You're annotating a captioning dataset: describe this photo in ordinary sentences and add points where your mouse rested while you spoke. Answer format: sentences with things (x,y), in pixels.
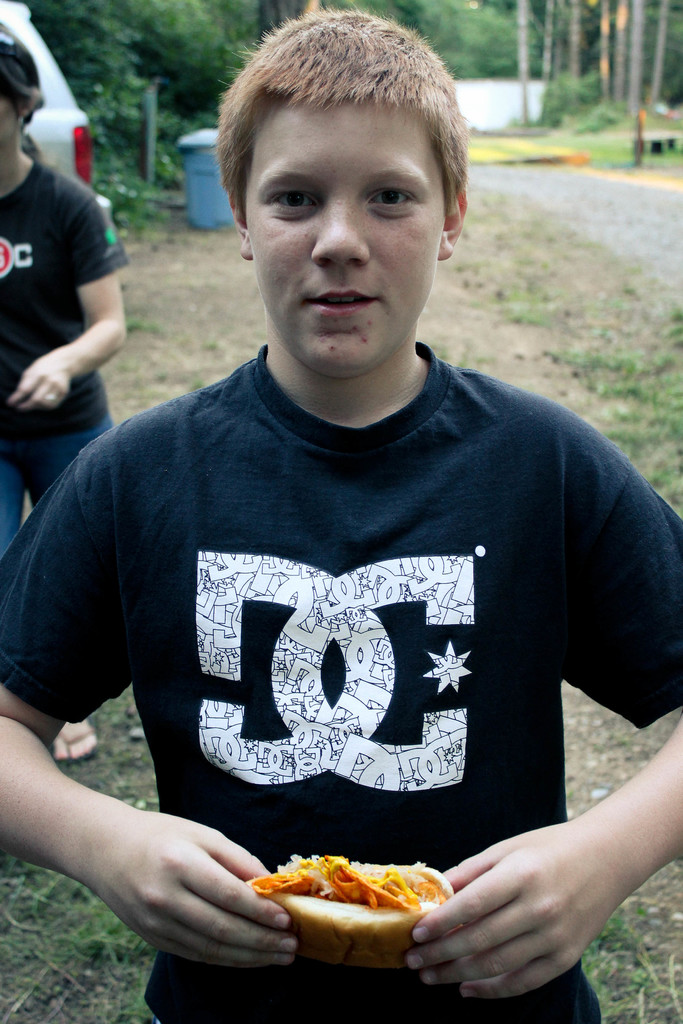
This image consists of a boy (430,771) wearing black t-shirt (455,850) and holding a sandwich (323,861). At the bottom (675,950), there is ground (666,291), along with green grass (616,367). In the background (198,181), there is a car (76,114) along with dust bin (195,143) and trees (184,15).
